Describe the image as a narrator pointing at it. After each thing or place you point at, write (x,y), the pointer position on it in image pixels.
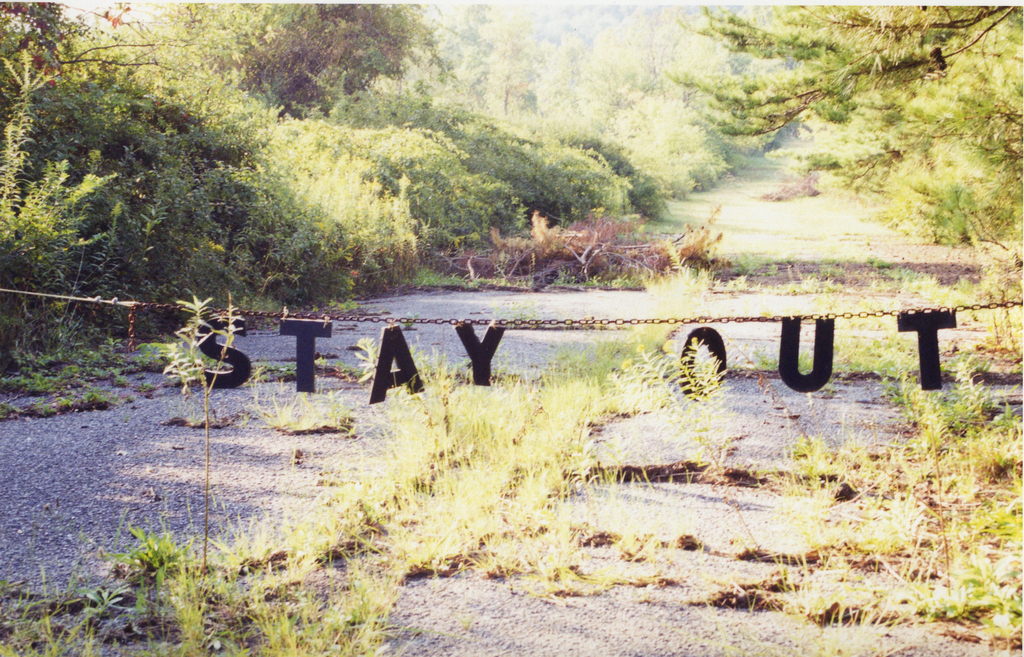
In this image there is grass (530,520) and mud (279,561) at the bottom (675,607). There are trees (944,99) on the left (109,322) and right corner (934,82). There is a text (941,331) in the middle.
